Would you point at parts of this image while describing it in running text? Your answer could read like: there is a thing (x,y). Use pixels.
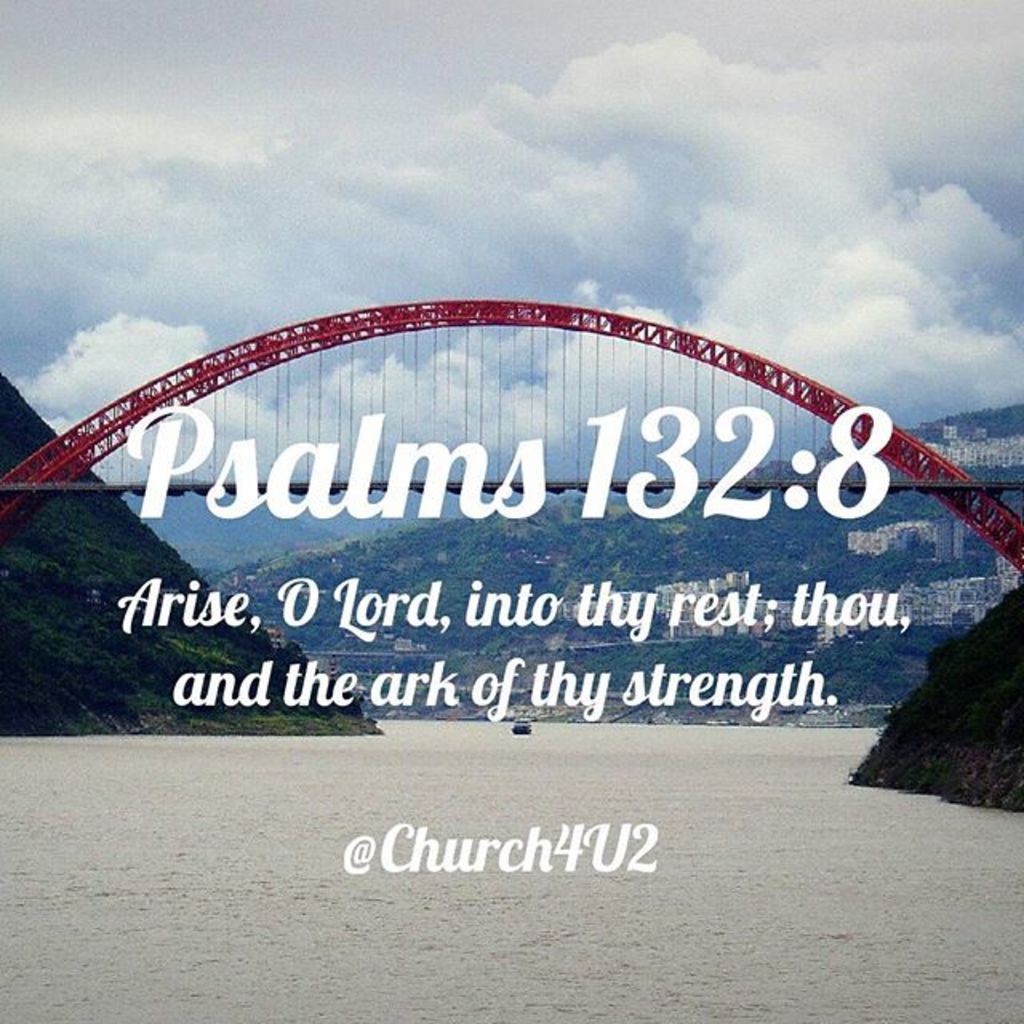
In this image there is a bridge (914,450). In the background (27,539) there are trees (608,570), hills (799,577), buildings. The sky (657,145) is cloudy. In the image some texts (397,478) are there.
